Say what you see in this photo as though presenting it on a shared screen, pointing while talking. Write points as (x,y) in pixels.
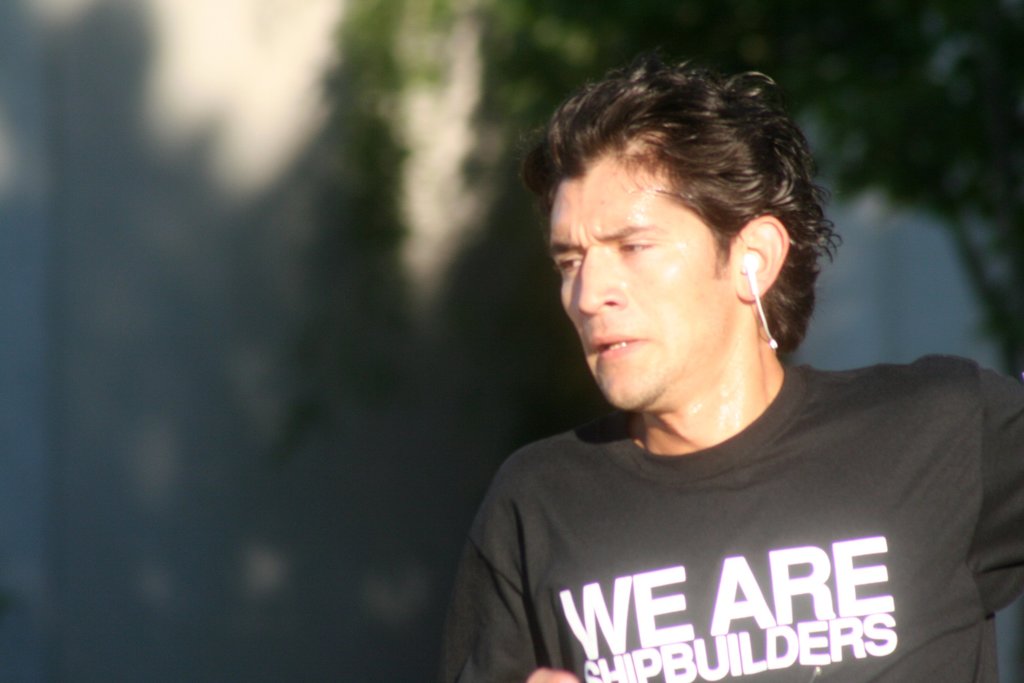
On the right (926,483) we can see a man (810,537) and there is a headset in his ear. In the background (369,193) the image is blur but we can see a tree (849,29) on the right side (932,206).
